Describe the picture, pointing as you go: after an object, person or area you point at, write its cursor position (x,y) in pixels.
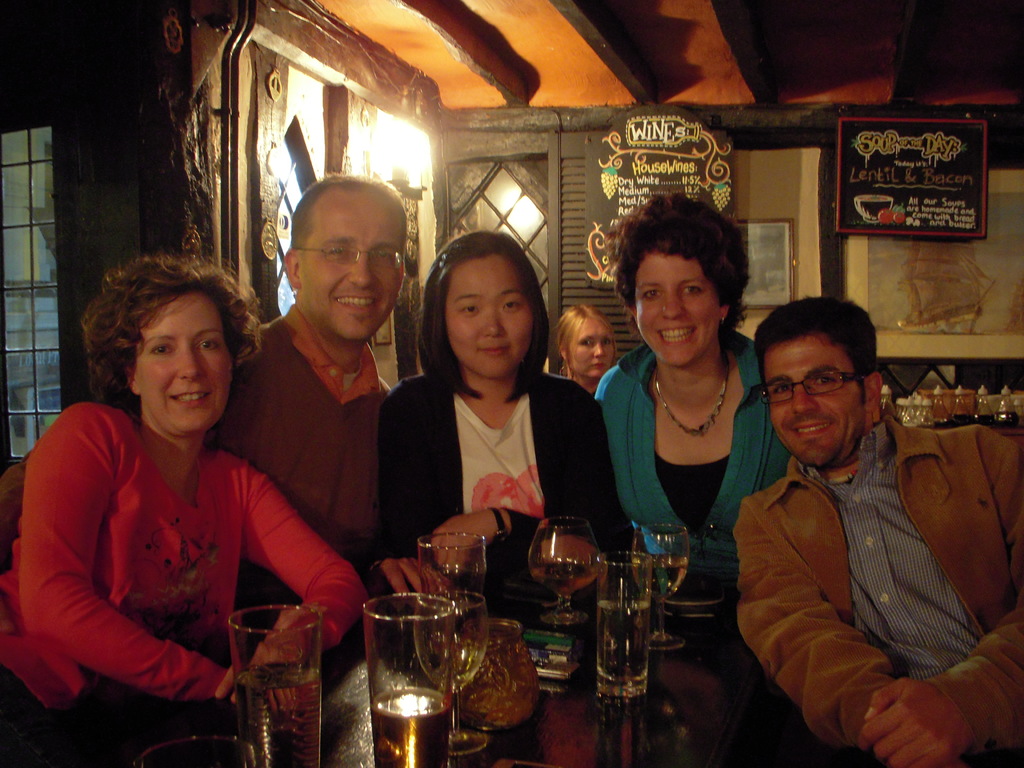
In this image, we can see a group of people (62,653). They are watching. Few are smiling. At the bottom (734,732), there is a table (629,742), few glasses (159,767) with liquid (295,759) and objects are placed on it. Background (1012,300) we can see wall (826,281), posters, photo frame (762,272), door (584,267), glass (523,213), grills (282,264) and light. Top of the image (538,77), there is a ceiling (626,73).
